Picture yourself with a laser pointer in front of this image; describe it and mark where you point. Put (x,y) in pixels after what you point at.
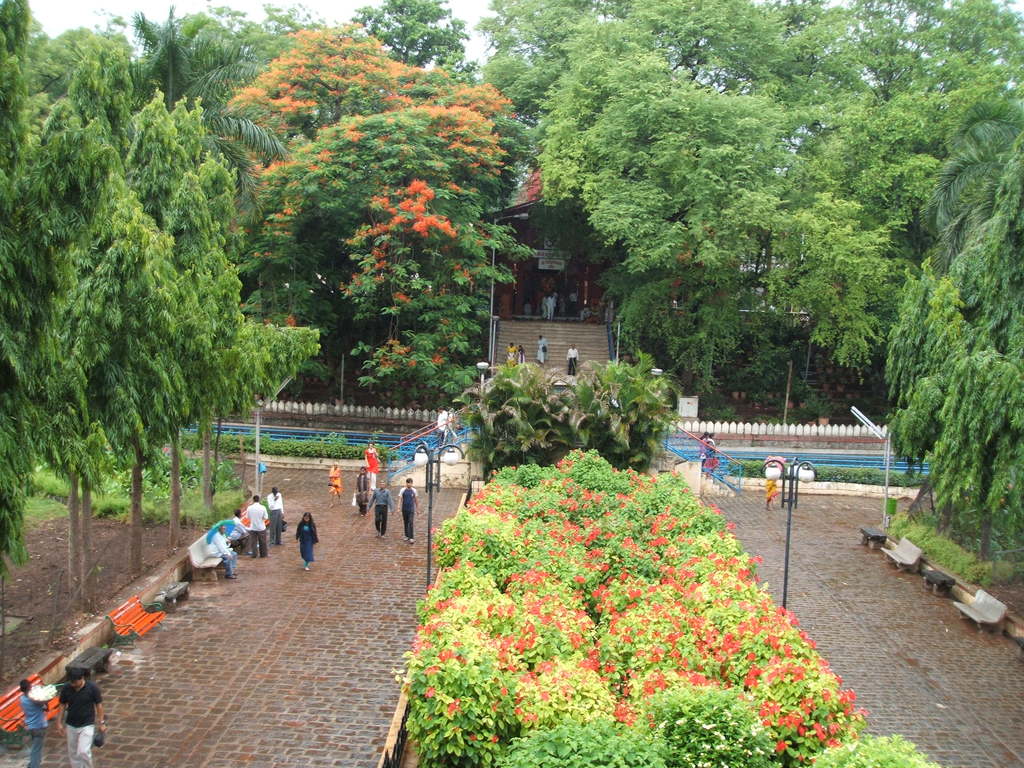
In the center of the image (552,370) we can see building (538,278), stairs (506,333), plants (504,398) and water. On the right side of the image (841,303) we can see water (860,459), light pole (877,432) and trees (782,253). On the left side (110,61) persons (68,705), benches (53,715), water (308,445), plants (161,481) and trees (130,341). In the background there is a sky (274,2).
